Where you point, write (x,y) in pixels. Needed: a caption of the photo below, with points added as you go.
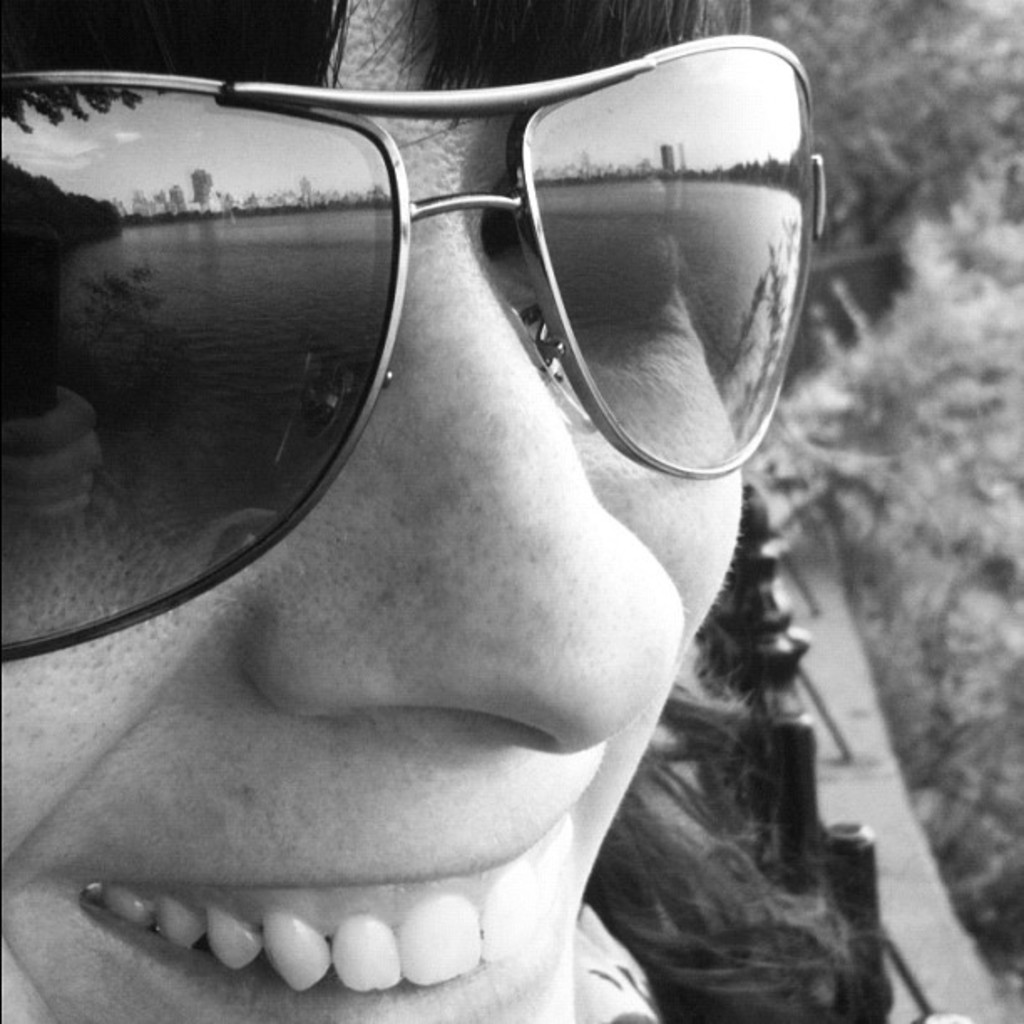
In the foreground of this black and white image, there is a person's face (382,733) wearing spectacles (282,487) and in the background (949,476), it seems like trees (912,106). In the reflection (627,245) of spectacles (641,330), we can see water (678,249), trees (663,178) and the sky (659,142).
